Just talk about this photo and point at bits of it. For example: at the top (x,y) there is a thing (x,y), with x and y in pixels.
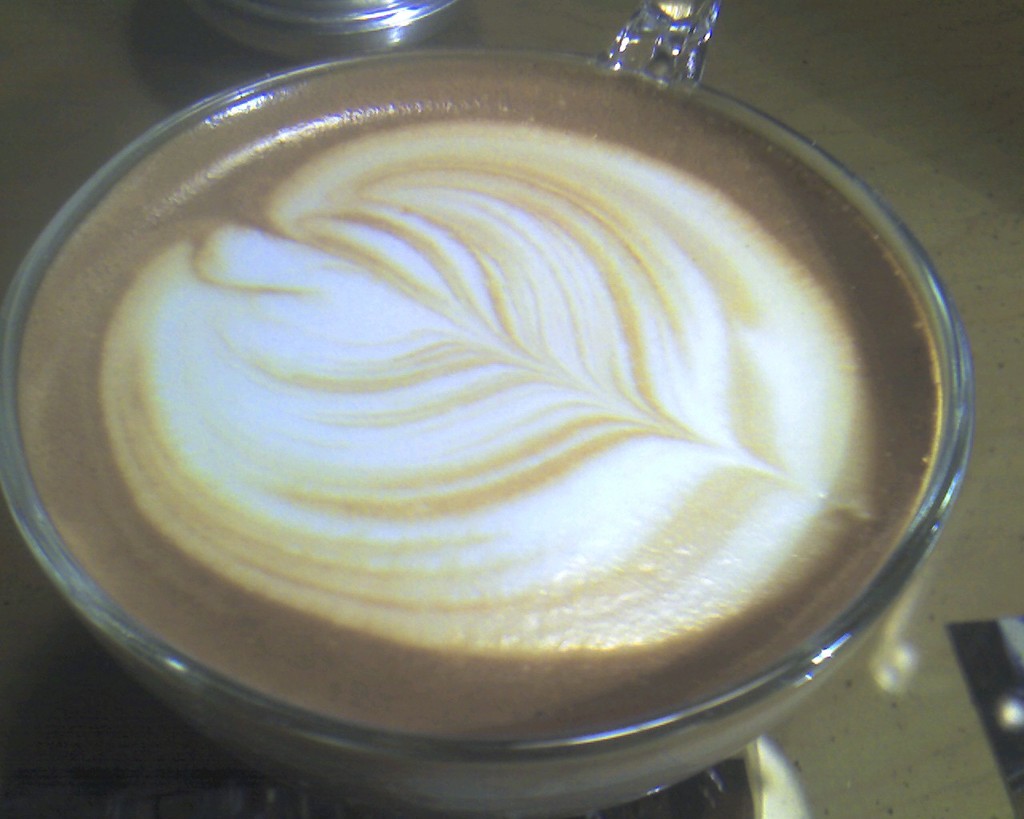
There is a coffee (279,456) placed in a cup (923,294) on the table (913,98).
